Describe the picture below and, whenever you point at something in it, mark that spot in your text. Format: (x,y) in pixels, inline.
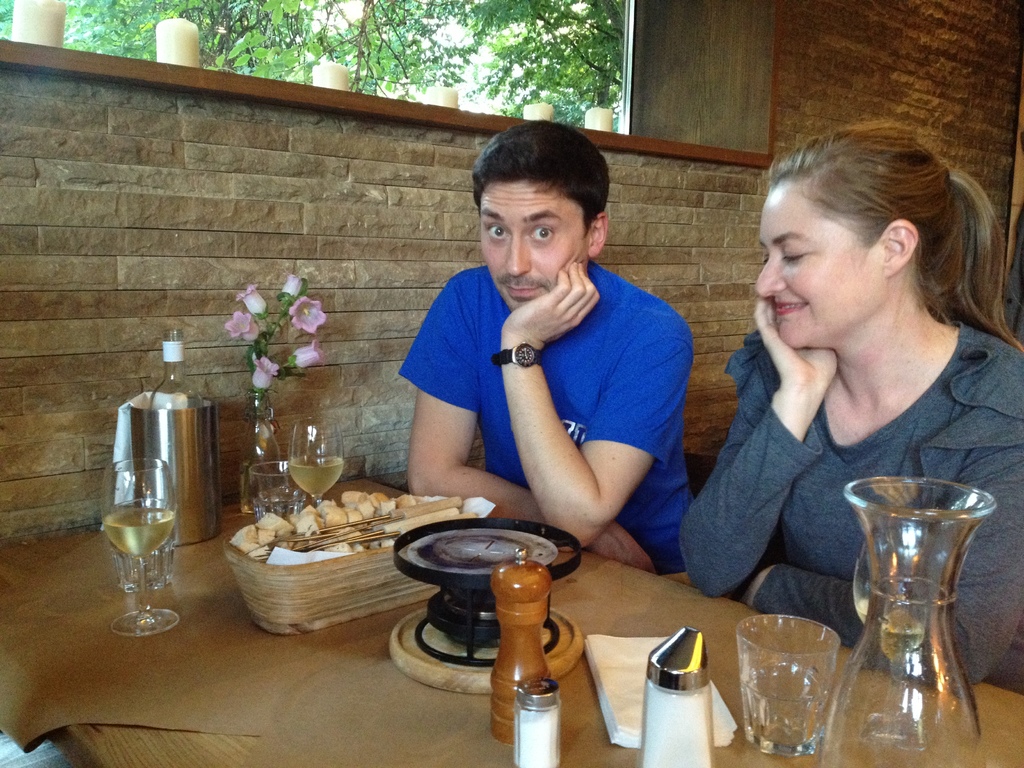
These guys (592,339) are couple of people (569,353) sitting on chairs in front of table (607,599) with a glass of wine (318,465) in front of them and a flower vase (253,429), behind them there are trees (545,43).
